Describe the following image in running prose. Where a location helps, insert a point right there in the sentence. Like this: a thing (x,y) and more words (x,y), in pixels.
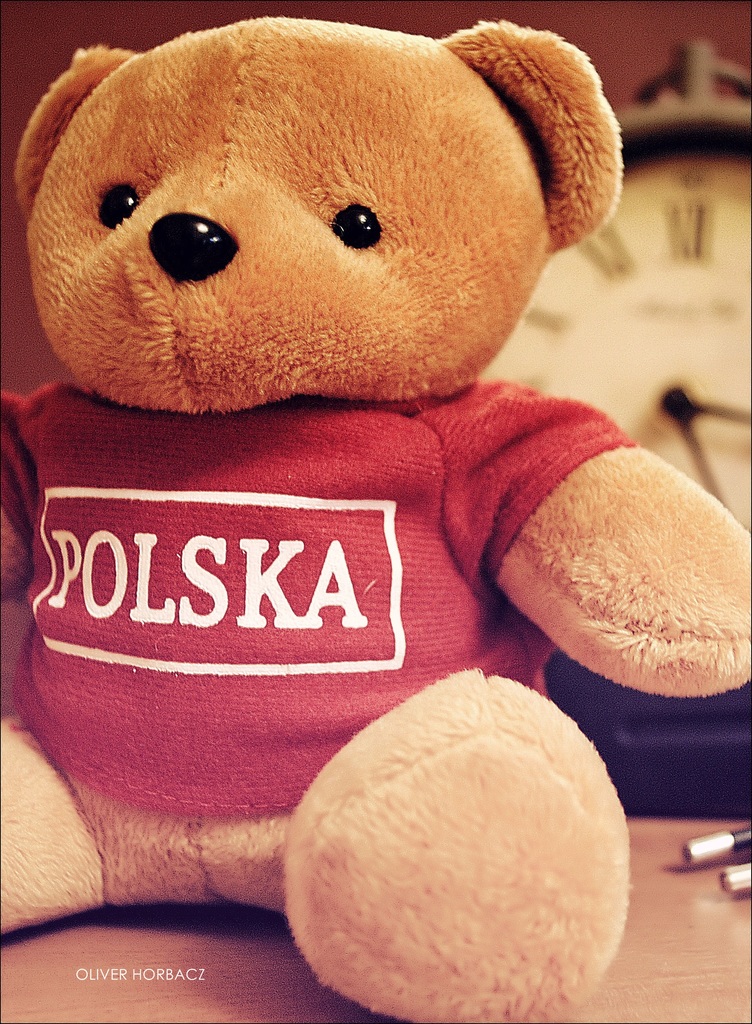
In this picture we can see a teddy bear (459,566) with red colored dress (428,572) on the table (688,924). And on the back (690,294) there is a clock (704,320).
